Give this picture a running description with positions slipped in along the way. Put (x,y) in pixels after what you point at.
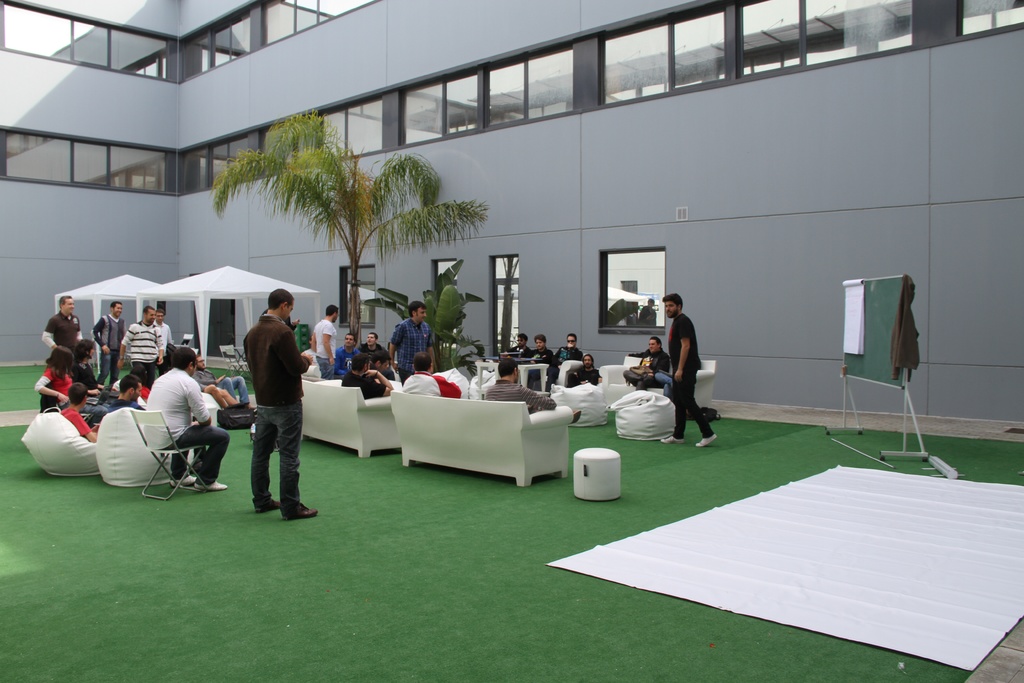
In this image we can see the buildings (479,259) with the windows (573,50). We can also see the trees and also the tents (183,288) for shelter. We can see the bean bags (80,446), chairs (152,431) and also the sofas (359,405). We can also see the people (296,321) standing and a few people (643,380) are sitting. We can see the board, white color mat (854,480) and also the green color mats (208,526) on the surface (1005,428).
